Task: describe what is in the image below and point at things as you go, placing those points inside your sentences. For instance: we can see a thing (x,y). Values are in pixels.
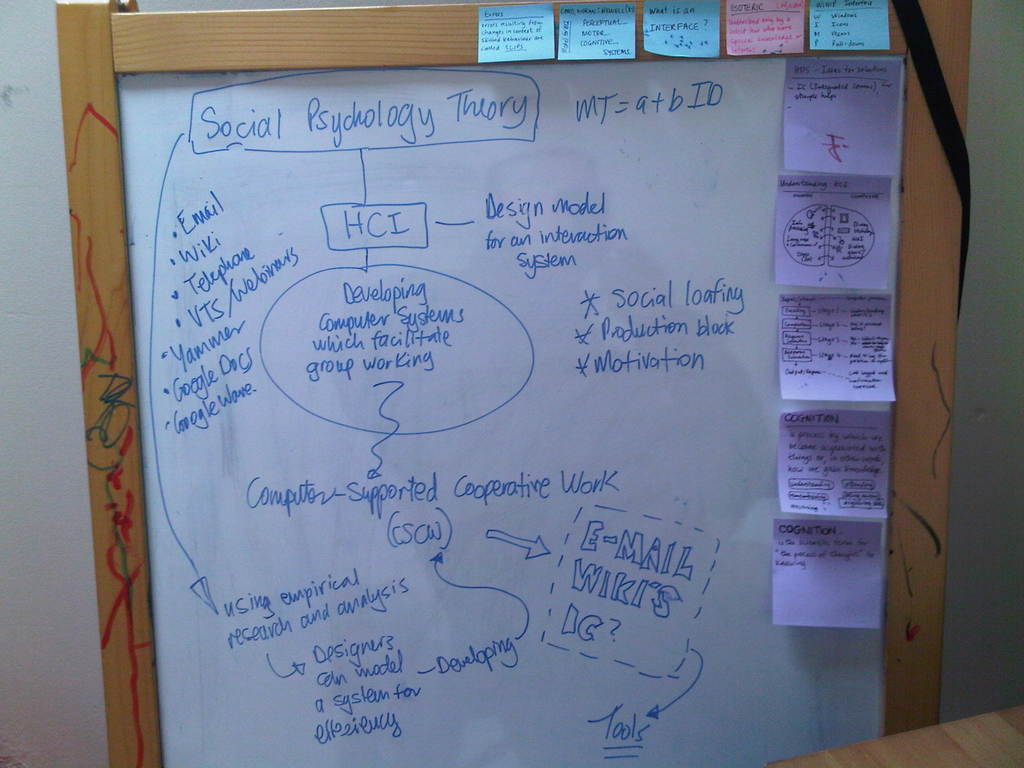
In this picture I can see there is a board (486,354) and something written on it. There are few papers (814,63) pasted on it.
